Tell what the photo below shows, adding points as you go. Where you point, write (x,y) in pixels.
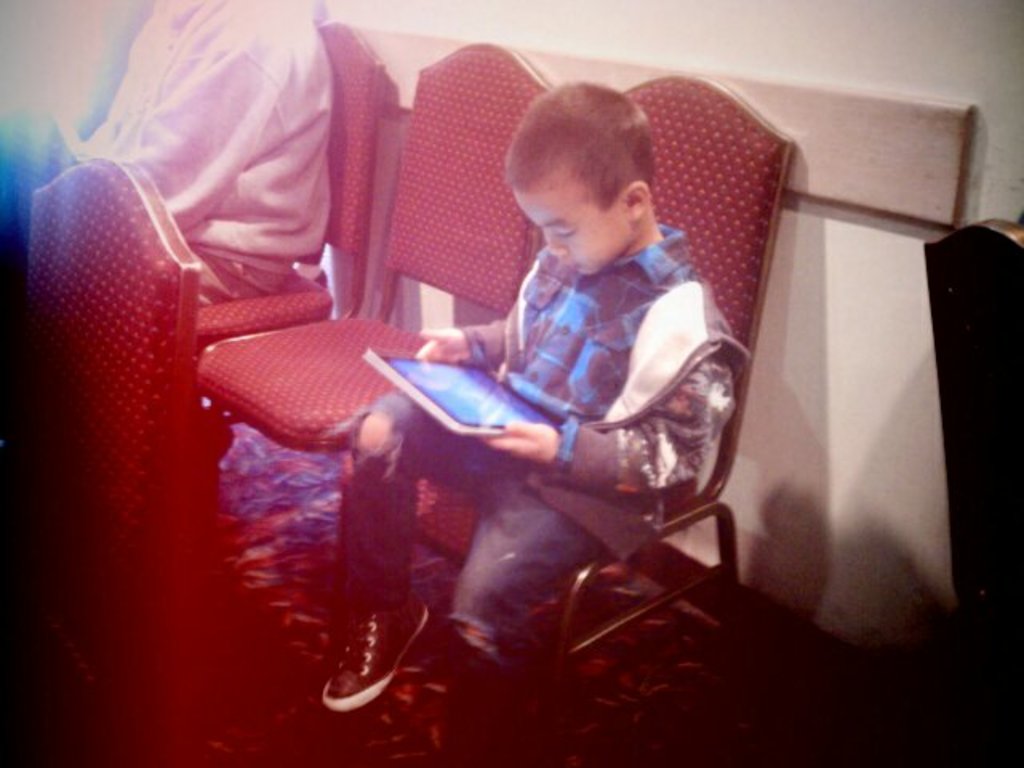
As we can see in the image there is a white color wall (912,435) and two people (243,101) sitting on chairs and the boy (544,317) who is sitting here is holding tablet (450,414).
